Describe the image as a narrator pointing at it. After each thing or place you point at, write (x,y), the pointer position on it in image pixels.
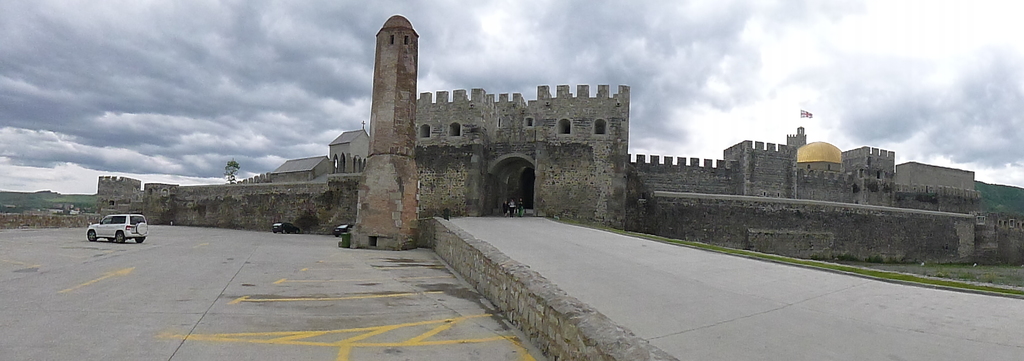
In the image we can see the fort (738,201) and the flag (803,114). We can even see there are vehicles (96,232) of different colors. There are even people (514,203) wearing clothes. Here we can see the grass (857,268), footpath (573,269), hill (55,198) and the cloudy sky (137,99).
